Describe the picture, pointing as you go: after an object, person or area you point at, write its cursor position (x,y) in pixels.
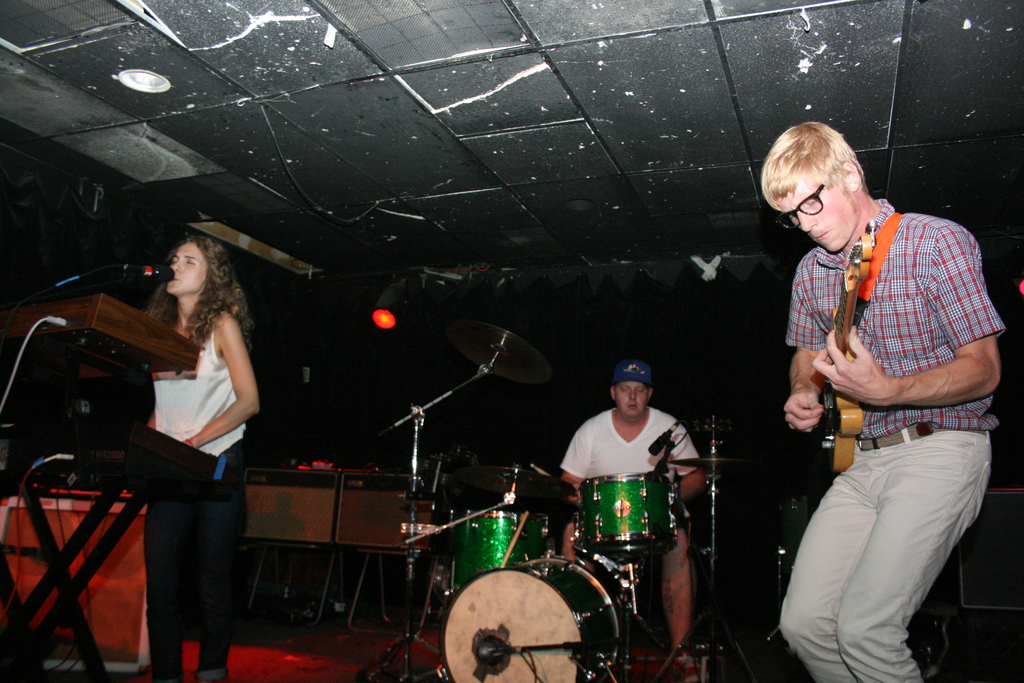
In this image I can see three people (880,647) where two of them are men (927,280) and one is a woman (220,621). I can see all of them are playing musical instruments (633,543).
